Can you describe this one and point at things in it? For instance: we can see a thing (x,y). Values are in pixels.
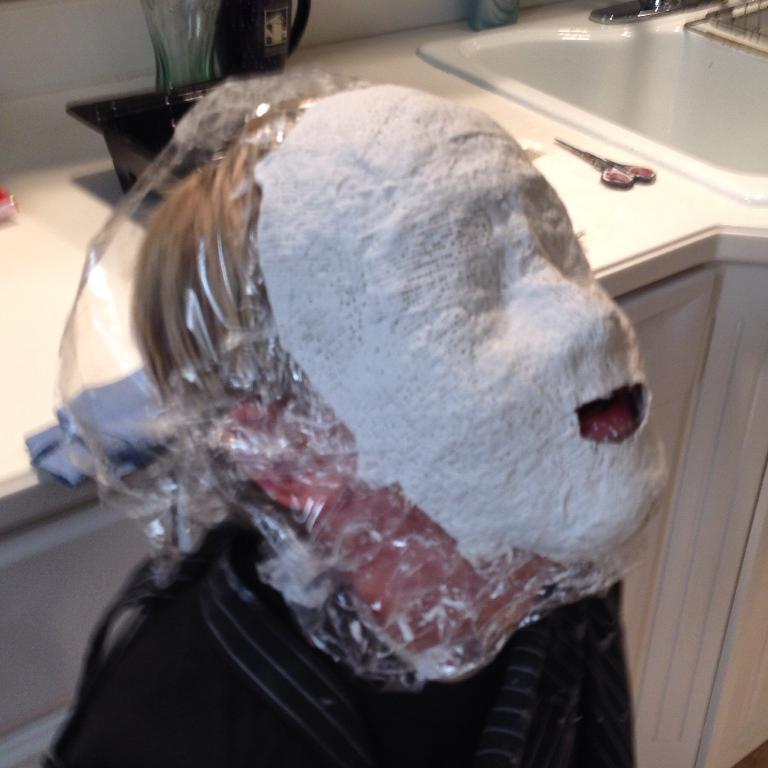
This image consists of a person (460,568) wearing a plastic bag (294,523) on the face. On which there is a face mask (449,422). It looks like it is clicked in a kitchen (643,109). In the background (29,173) we can see a desk (60,579) along with a sink (557,57). And we can see a wall (363,6).
